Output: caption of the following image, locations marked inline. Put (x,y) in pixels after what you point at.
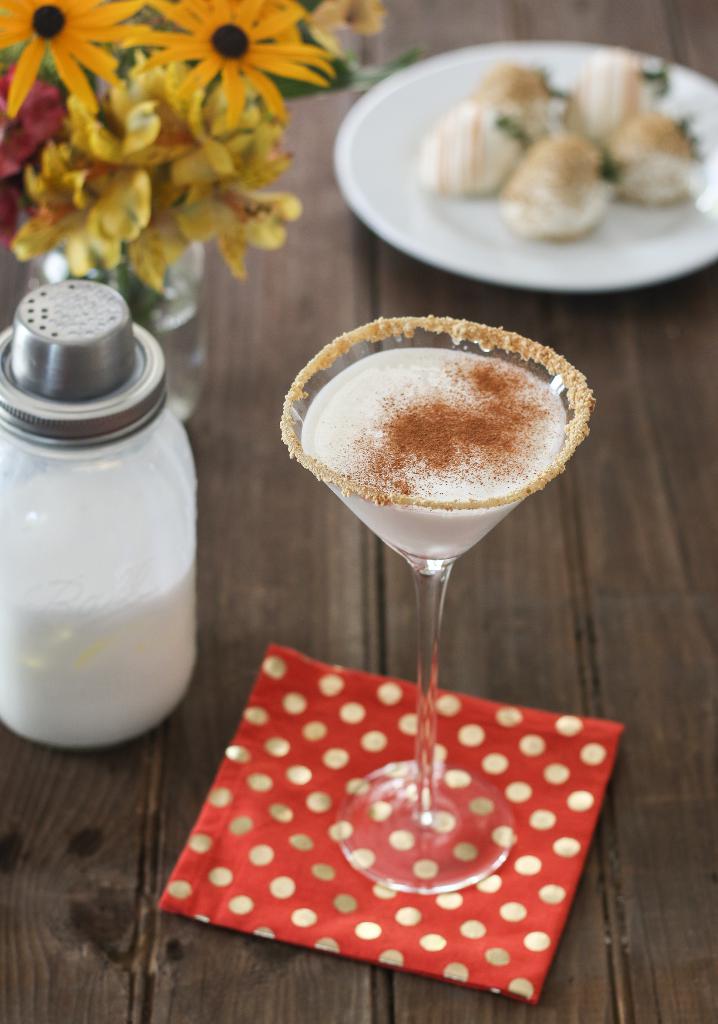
In the picture I can see a wooden table (647,466). I can see a plate (536,265), a flower vase (161,131), a salt bottle (190,491) and a glass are kept on the wooden table (612,693).
